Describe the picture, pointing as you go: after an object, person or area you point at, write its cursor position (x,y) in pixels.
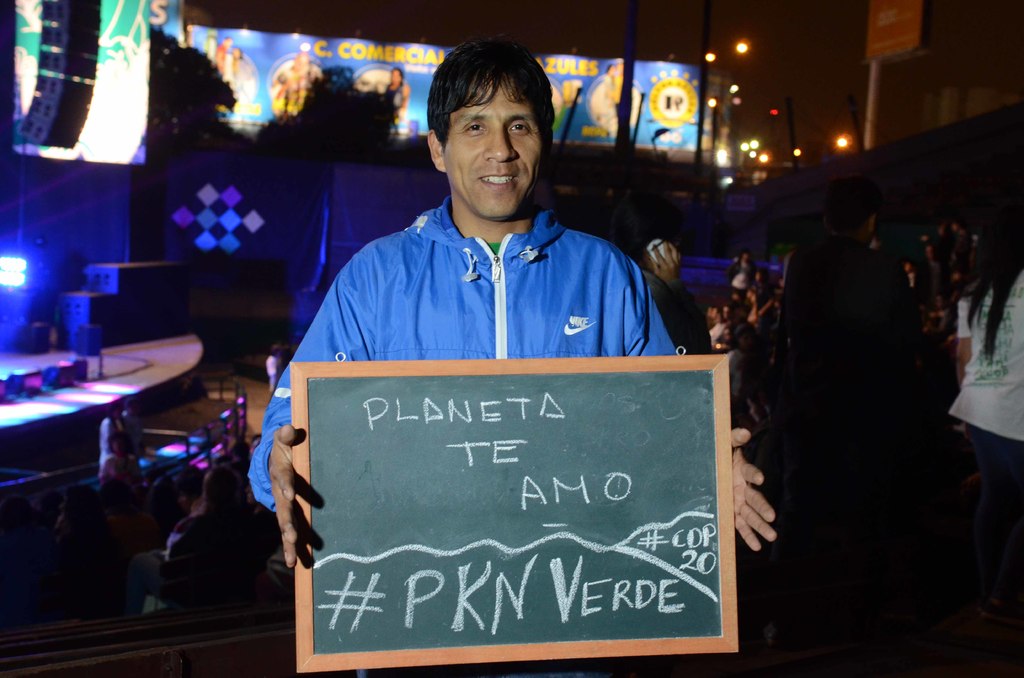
In this picture I can observe a man (385,328) in the middle of the picture (451,325), holding a small black board (438,508) in his hands (760,471). Man (444,320) is smiling. In the background (735,266) I can observe some people (740,337).
